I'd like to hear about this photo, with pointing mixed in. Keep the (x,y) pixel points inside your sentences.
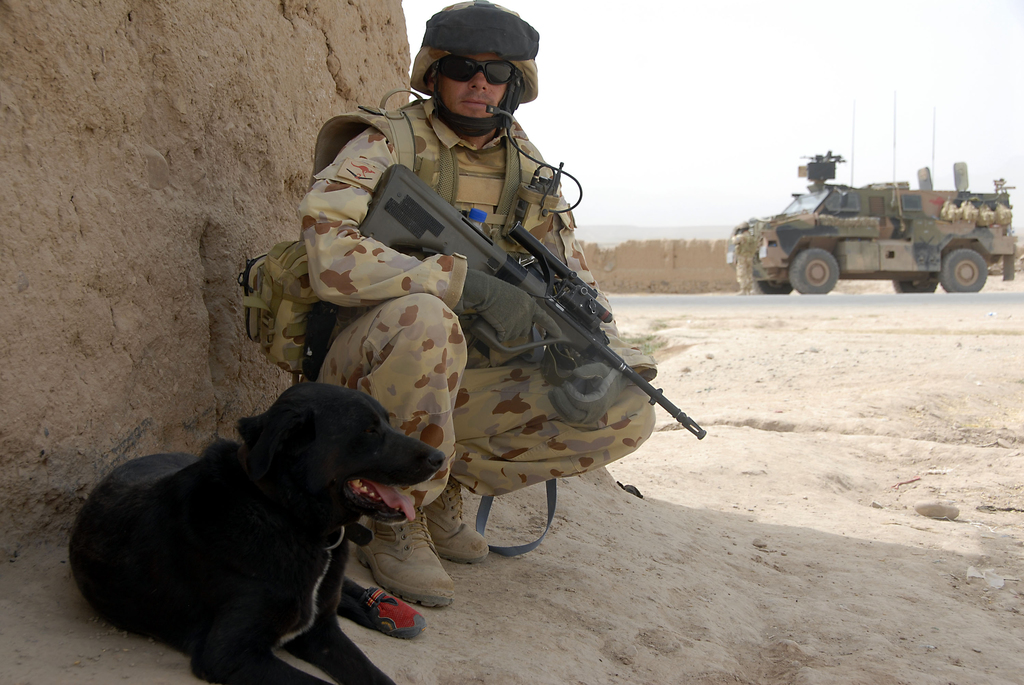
In this picture we can see army man (498,174) who is wearing helmet (470,47), goggles (490,74), shirt (564,238), gloves (488,277), bullet jacket (500,202), shoe (430,506) and bag (308,311). He is holding a gun (553,285) beside him we can see a black dog (176,574). On the left (93,115) we can see wall (77,230). On the right (749,242) we can see a man (746,229) who is standing near to the truck (845,251). On the top (746,53) we can see sky (750,47) and clouds (742,10).
